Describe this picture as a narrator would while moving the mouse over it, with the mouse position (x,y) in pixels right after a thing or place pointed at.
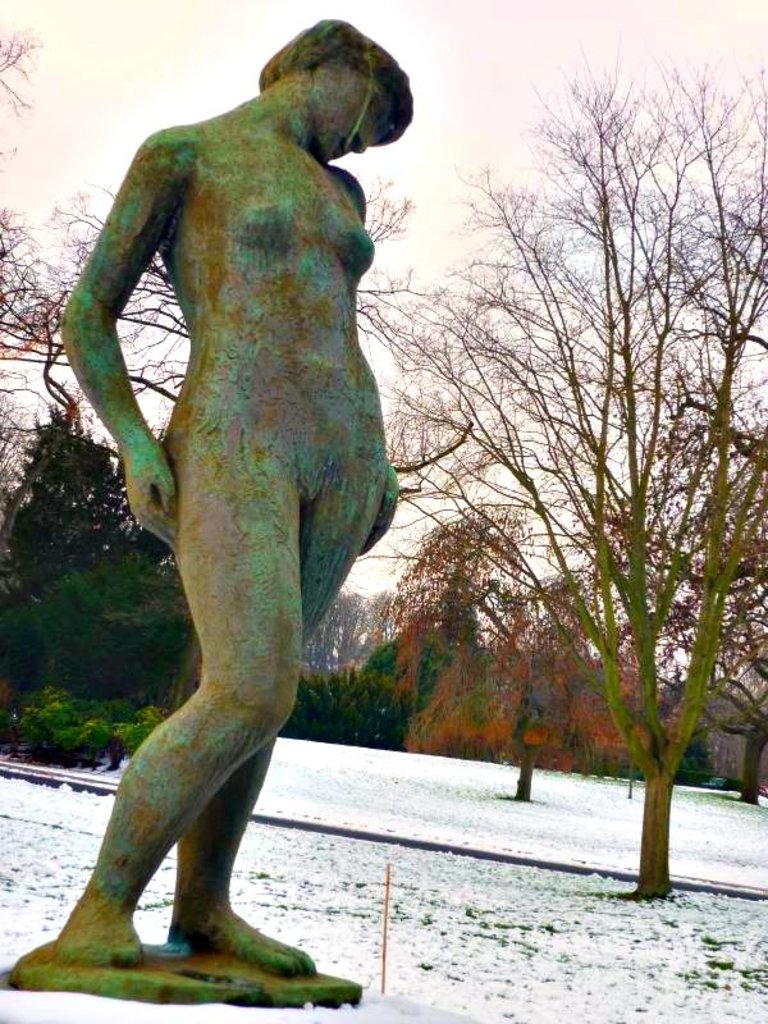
In this picture there is a statue (276,436) on the left side of the image (149,288) and there is snow (764,834) at the bottom side of the image (338,809) and there are trees (330,684) in the background area of the image (41,616).
